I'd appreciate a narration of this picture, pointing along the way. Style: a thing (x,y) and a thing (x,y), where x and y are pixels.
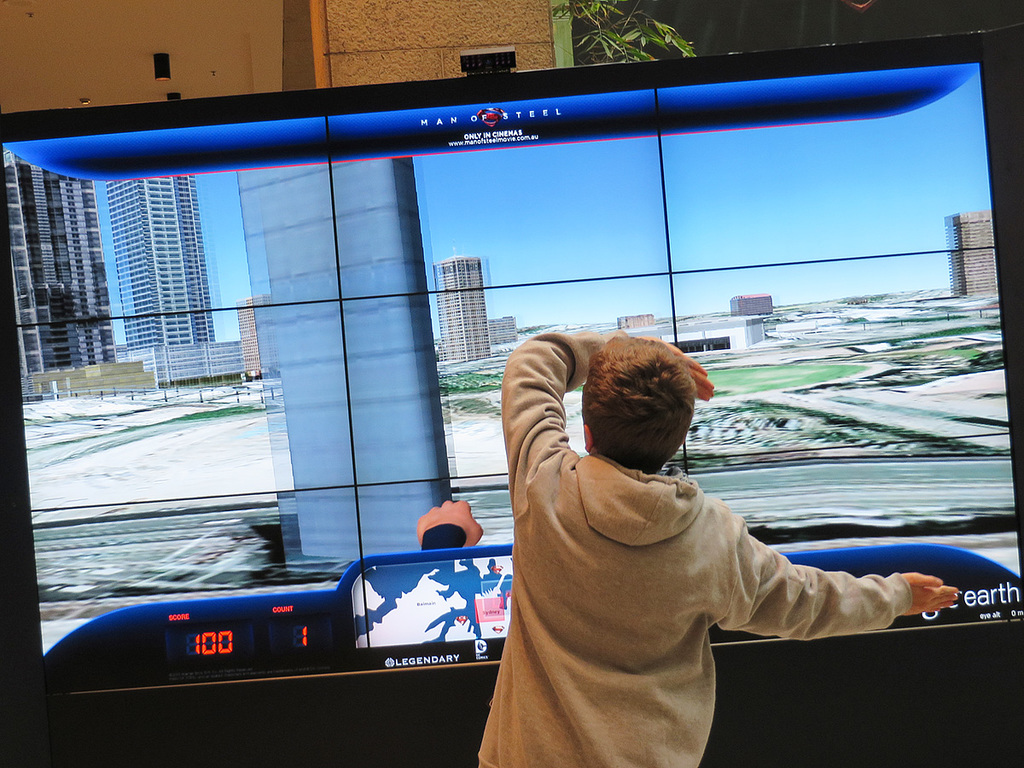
In the picture we can see a boy (664,687) standing near the video game screen (904,284) and he is touching the screen (902,264) and behind the screen (557,83) we can see a part of the pillar (544,46) and small plant (634,41) near it.
